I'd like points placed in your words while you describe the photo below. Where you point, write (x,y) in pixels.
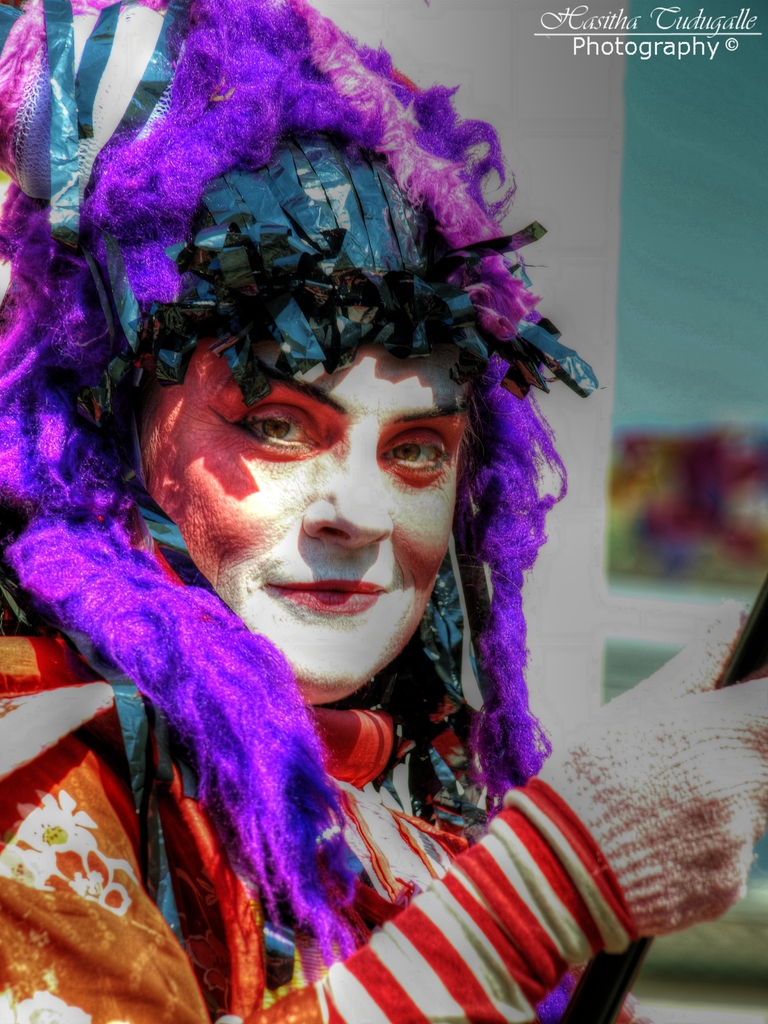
In this picture I can see a person (395,409) smiling with a fancy dress (175,657), there is blur background (694,451) and there is a watermark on the image.
